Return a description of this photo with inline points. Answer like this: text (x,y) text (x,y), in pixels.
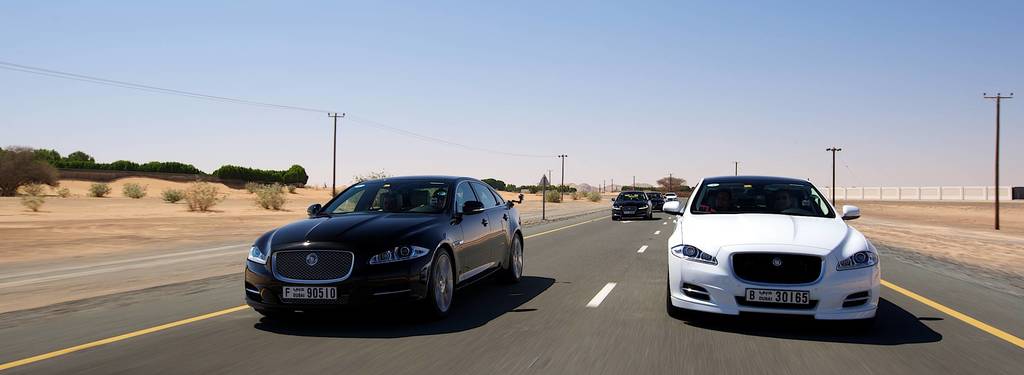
In this picture we can see a few vehicles (453,276) on the road (651,363). There are some plants (272,199) and trees (297,173) on the path (312,196). We can see some poles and wires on the path (963,246). There is some fencing (843,191) on the right side (1006,187).
